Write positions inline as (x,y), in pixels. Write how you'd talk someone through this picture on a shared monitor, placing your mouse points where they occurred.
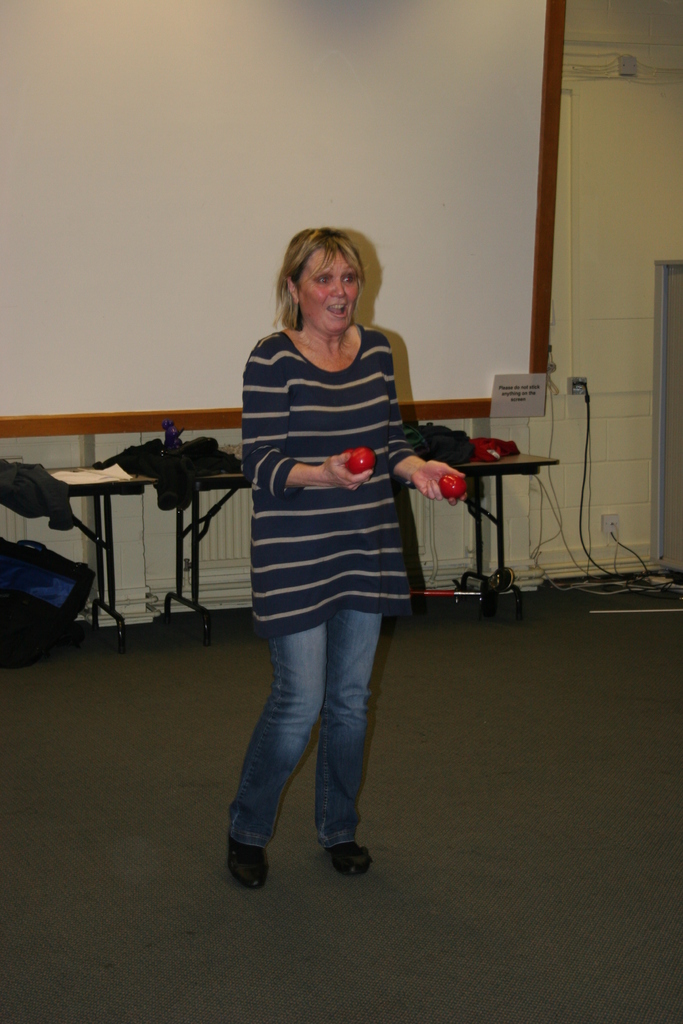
In the center of the image (377,489) a lady (337,510) is standing and holding a balls (369,455) on her hand (343,470). In the middle of the image (234,463) we can see tables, bag (37,586), cloths (52,489), wire (587,552), wall (506,563) are present. At the top of the image (503,118) board (522,118) is there. At the bottom of the image (509,914) floor (525,902) is present.
